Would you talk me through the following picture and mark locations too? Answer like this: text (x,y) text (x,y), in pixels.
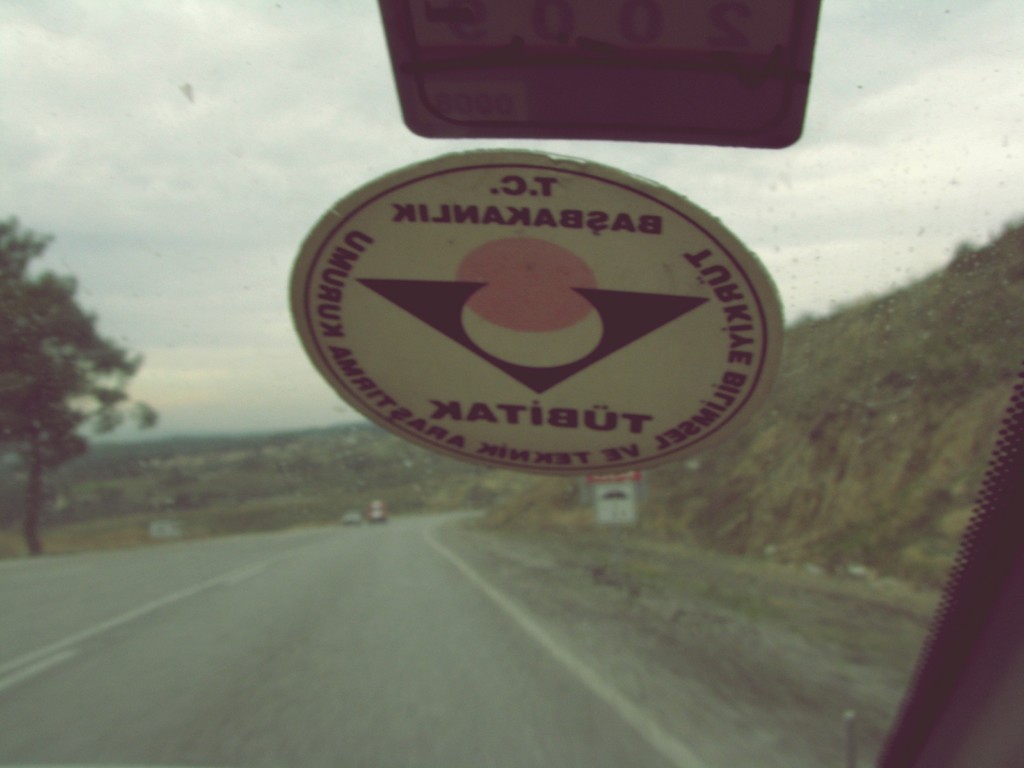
In this picture we can see a glass (432,656) in the front (430,660), from the glass (156,567) we can see a tree (49,365), two vehicles (351,518) and the sky (248,177), there are two stickers (586,120) pasted on the glass (238,110).
